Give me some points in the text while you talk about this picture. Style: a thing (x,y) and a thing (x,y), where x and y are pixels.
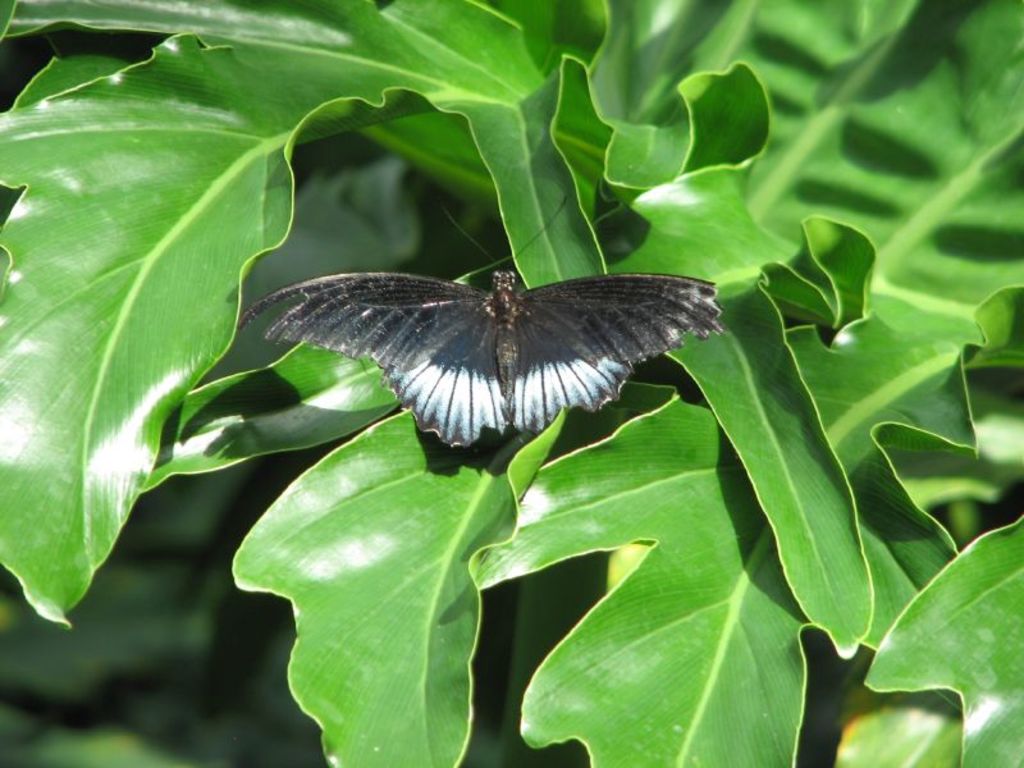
In this image we can see a black butterfly (516,371) is sitting on a green color leaves (372,494).
